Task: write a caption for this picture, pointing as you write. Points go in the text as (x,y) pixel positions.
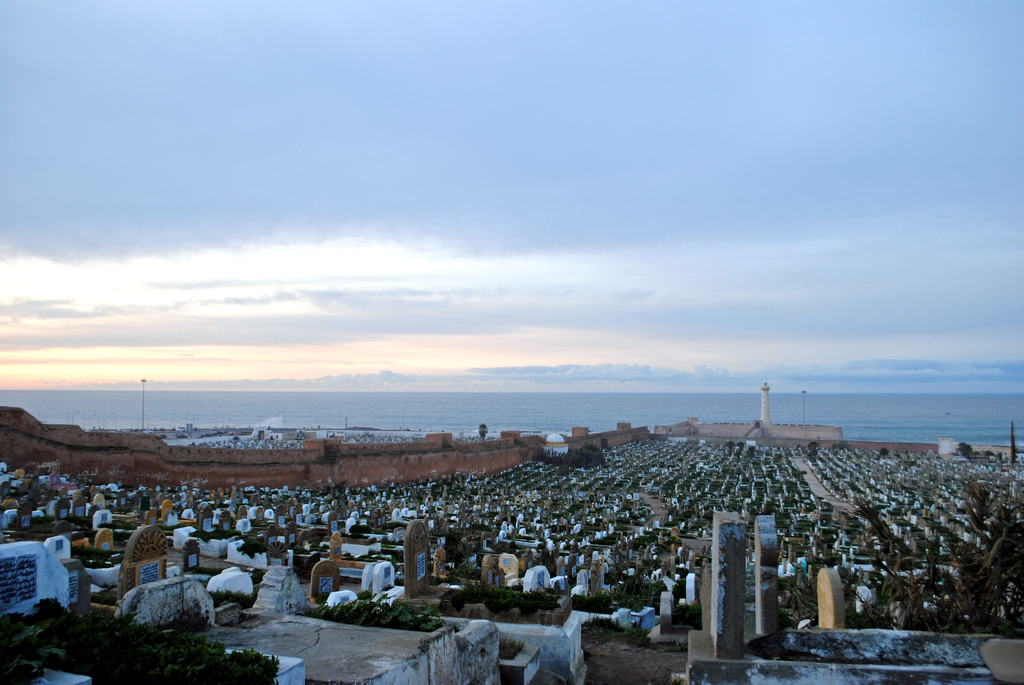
In the image we can see there is a graveyard (328,550) and behind there is a lighthouse (763,384) near the seashore (647,417). There is a cloudy sky (462,339).
